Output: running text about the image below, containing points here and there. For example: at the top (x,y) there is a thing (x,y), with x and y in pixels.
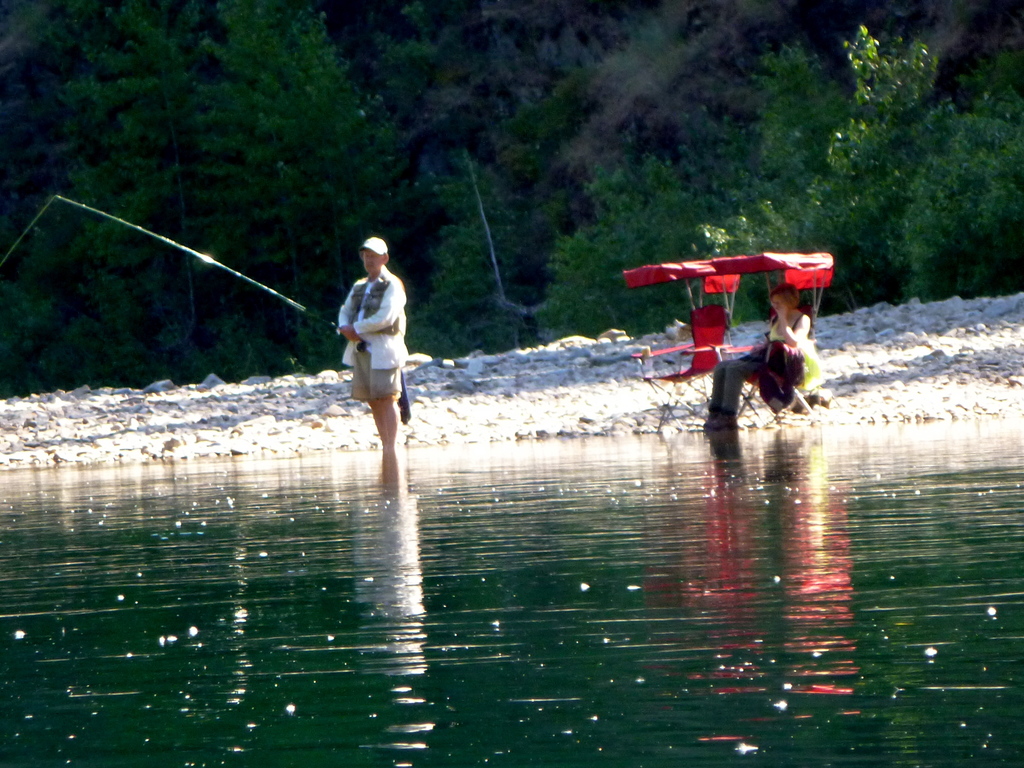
In the picture we can see water (828,701) and some far away from it, we can see a rock surface (924,408) on it, we can see a woman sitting in the chair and beside her we can see another chair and in front of her we can see a man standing and fishing and in the background (172,151) we can see a part of the hill (615,2) covered with plants (619,230) and trees (273,335).
